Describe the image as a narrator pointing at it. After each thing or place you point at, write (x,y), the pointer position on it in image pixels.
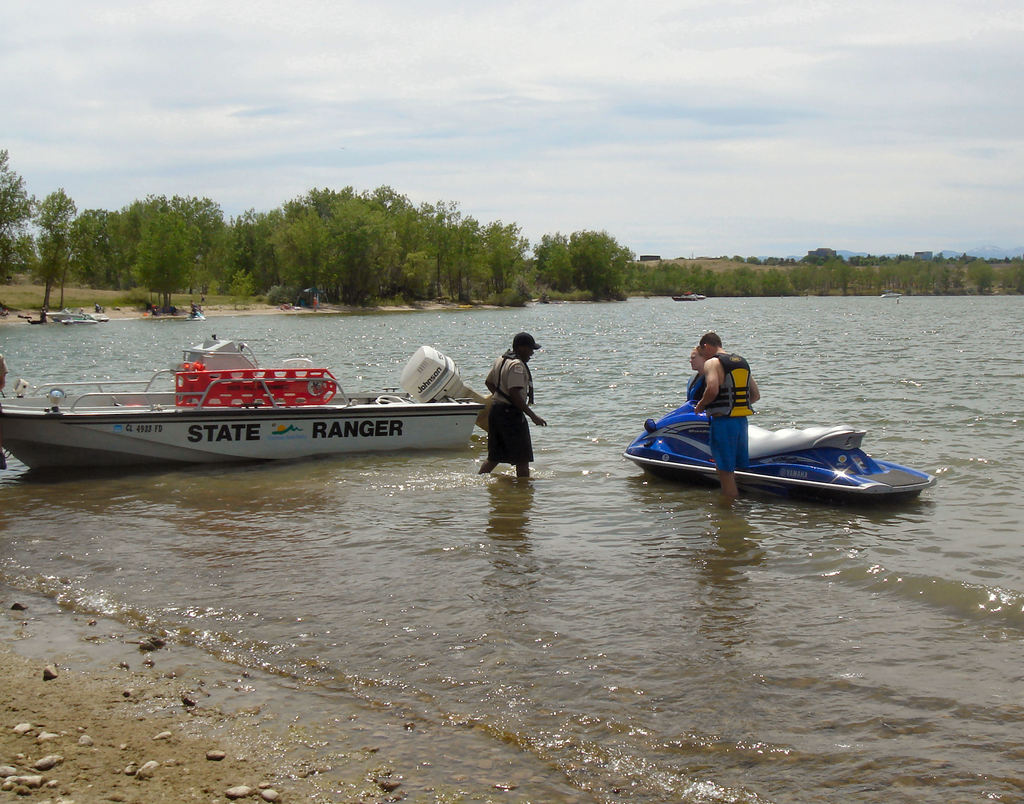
In this image there are boats (750,484) on the water (886,419), three persons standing in the water (606,493), and in the background (988,280) there are trees (938,273), sky (464,131).
